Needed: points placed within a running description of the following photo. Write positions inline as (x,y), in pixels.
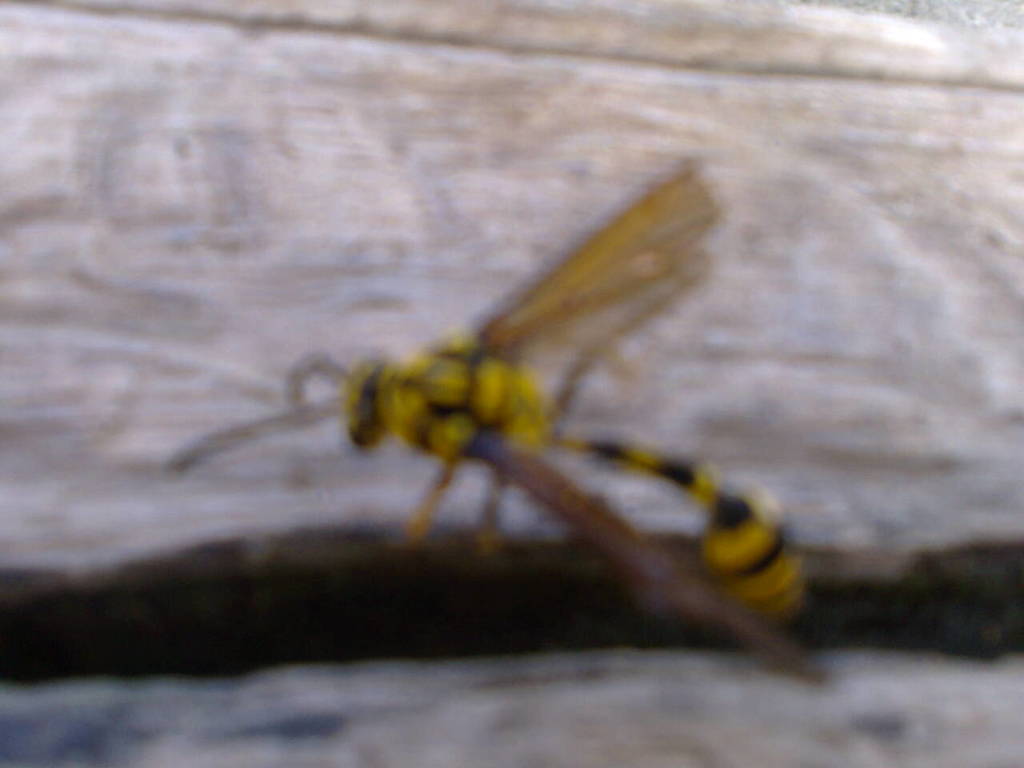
In this image we can see a wasp (504,400) on an object (355,486).
